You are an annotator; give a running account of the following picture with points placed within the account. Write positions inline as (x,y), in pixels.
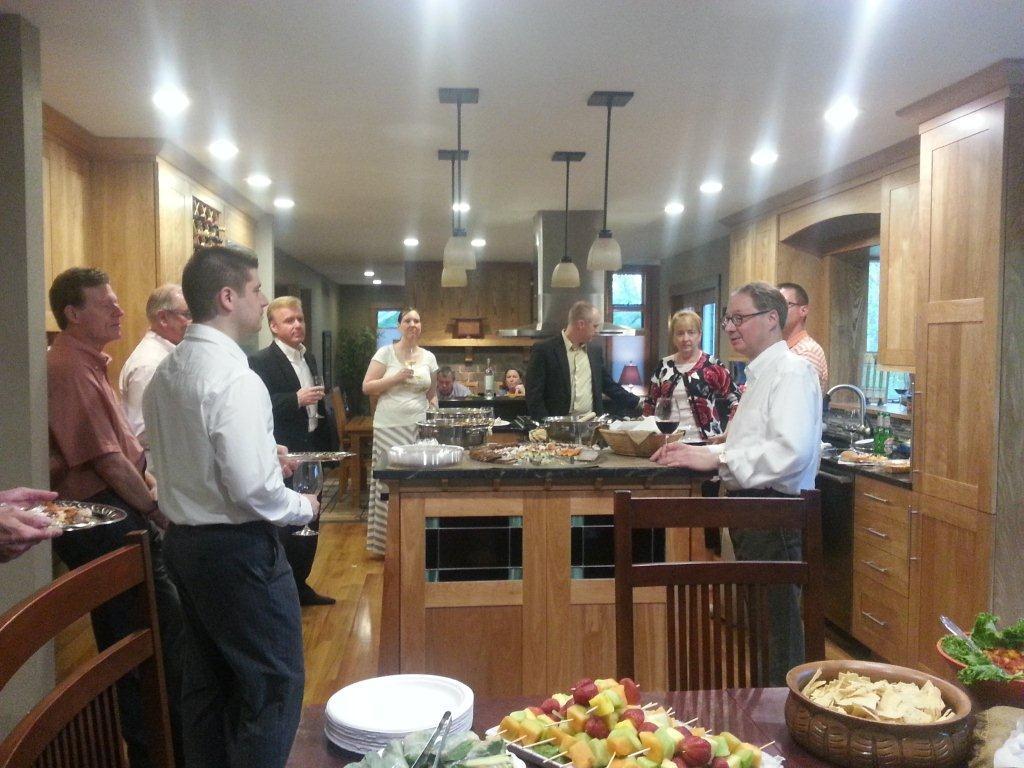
In this image we can see people (188,725), chairs (78,593), tables (675,530), bowls (873,755), plates (349,709), food items (639,761), cupboards (887,563), lights (410,241), tap (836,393), lamp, plants (356,334), ceiling (62,95), and few objects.
